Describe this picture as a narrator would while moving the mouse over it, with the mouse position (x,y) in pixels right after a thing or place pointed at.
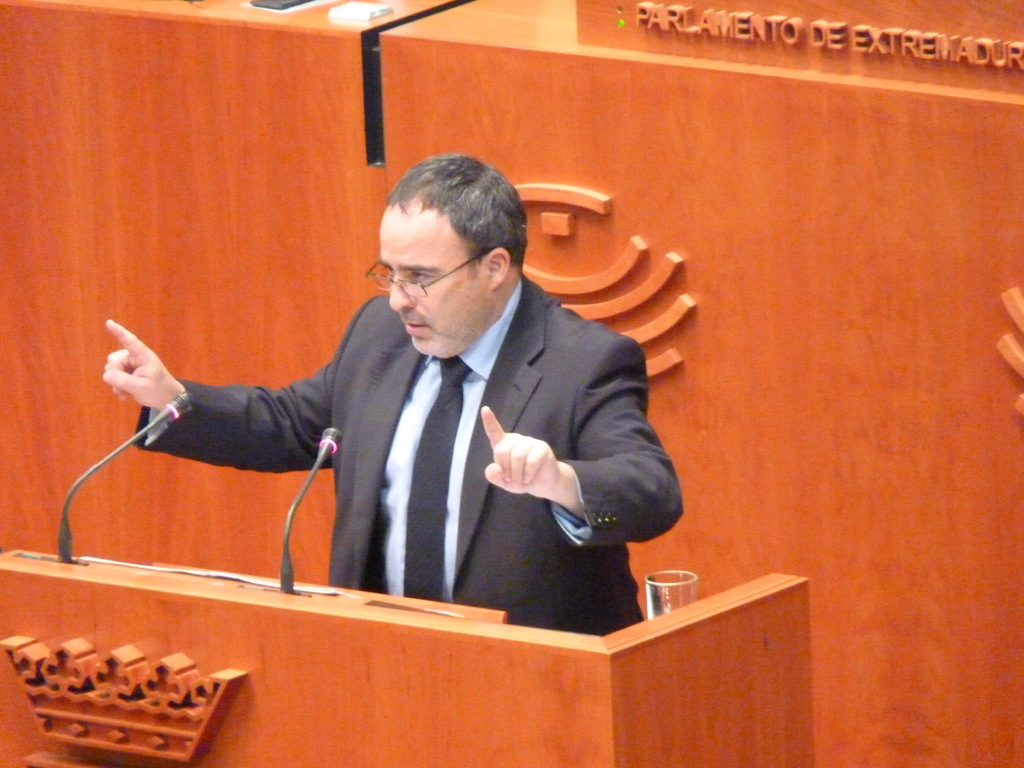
In this picture there is a man (387,252) in the center of the image (410,268) and there are two mics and a desk (355,669) in front of him.
